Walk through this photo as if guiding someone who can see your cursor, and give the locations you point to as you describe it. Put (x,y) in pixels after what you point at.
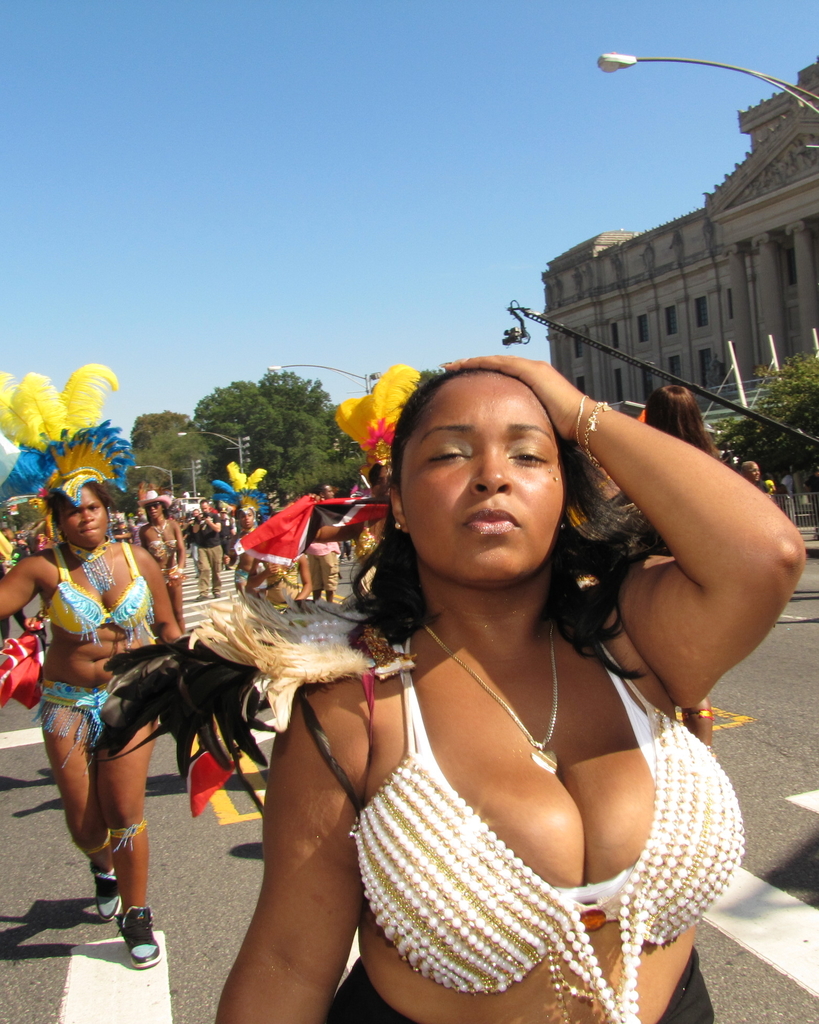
In this image, we can see many people (327,708) wearing feather hats (131,445) and in the background (280,400), there are trees (296,378) and we can see a building (752,258) and a light (782,90). At the top (329,108), there is sky (357,111) and at the bottom (787,736), there is road (751,834).
